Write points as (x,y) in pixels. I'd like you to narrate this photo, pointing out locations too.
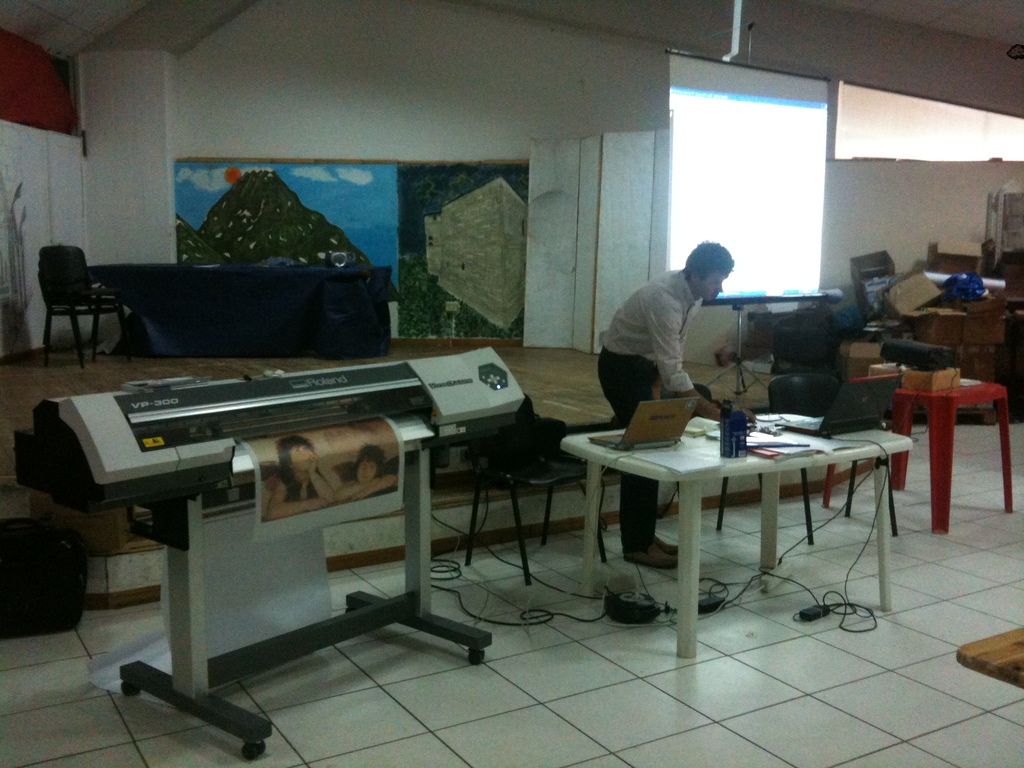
In this picture we can see a man (648,336), in front of him we can see few laptops (643,406), books (760,435) and other things (794,434) on the table (699,518), beside to him we can find a machine (218,483) and a chair (511,474), in the background (744,273) we can see few boxes (894,289), a projector screen (762,193) and a painting (305,195) on the wall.
